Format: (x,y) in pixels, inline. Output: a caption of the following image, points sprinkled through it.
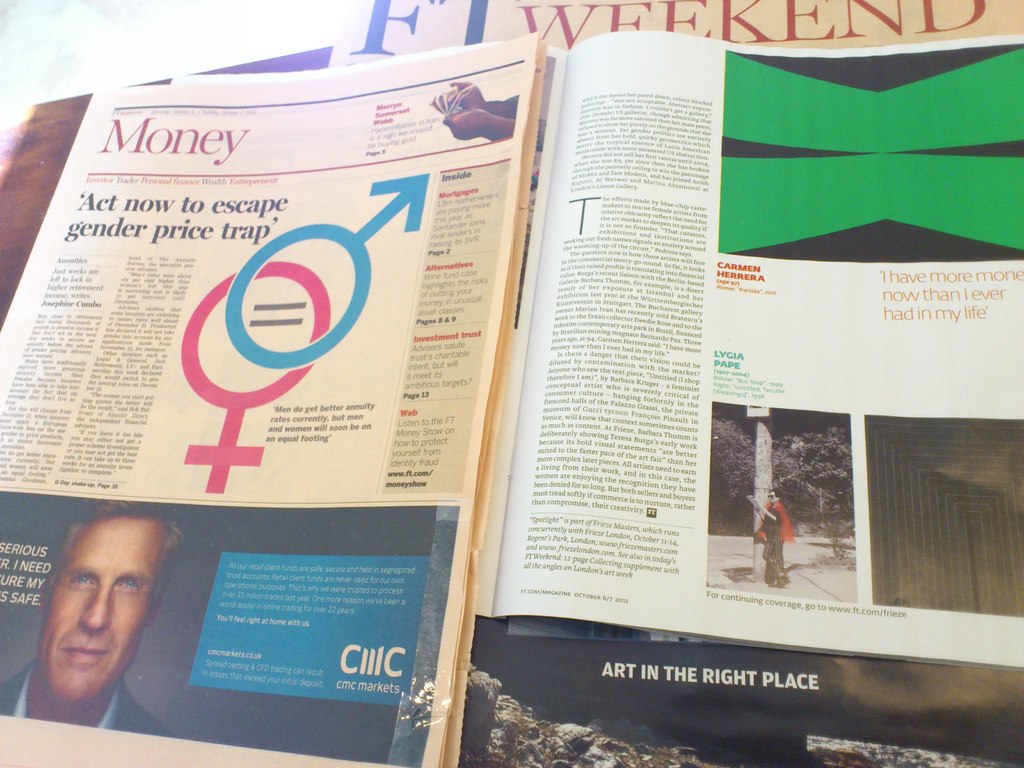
In this image, we can see a newspaper (179,441) and magazine (588,166).
